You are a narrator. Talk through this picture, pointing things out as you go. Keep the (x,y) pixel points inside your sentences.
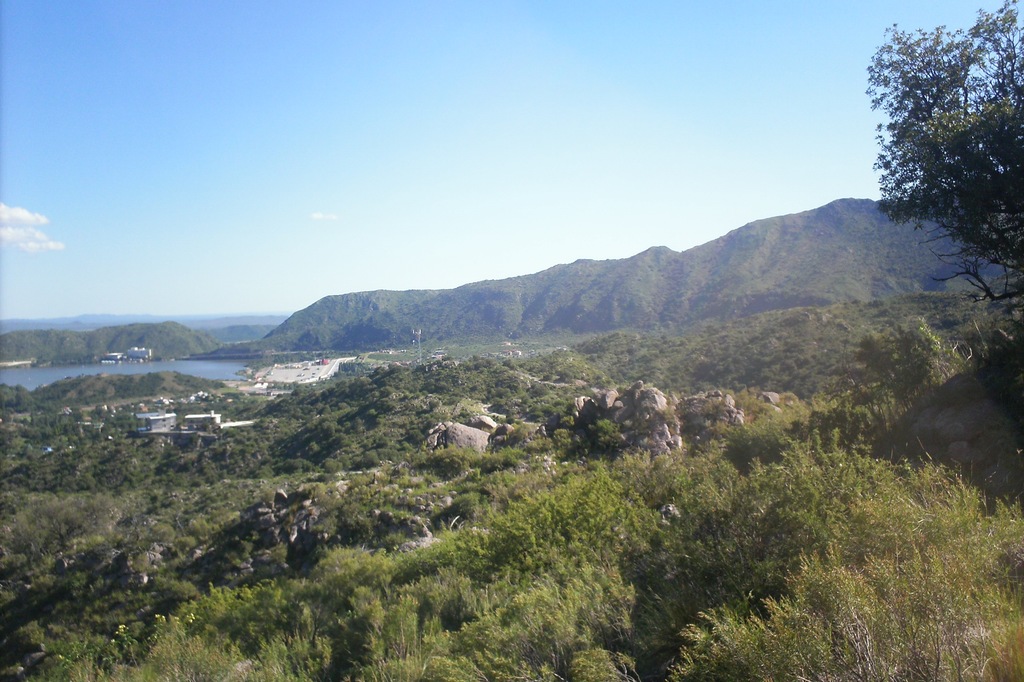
In this image there are trees (409,376), stones (662,441), there are houses (164,418) and there is water (197,369). In the background (229,341) there are mountains (770,260) and the sky (187,272) is cloudy.
